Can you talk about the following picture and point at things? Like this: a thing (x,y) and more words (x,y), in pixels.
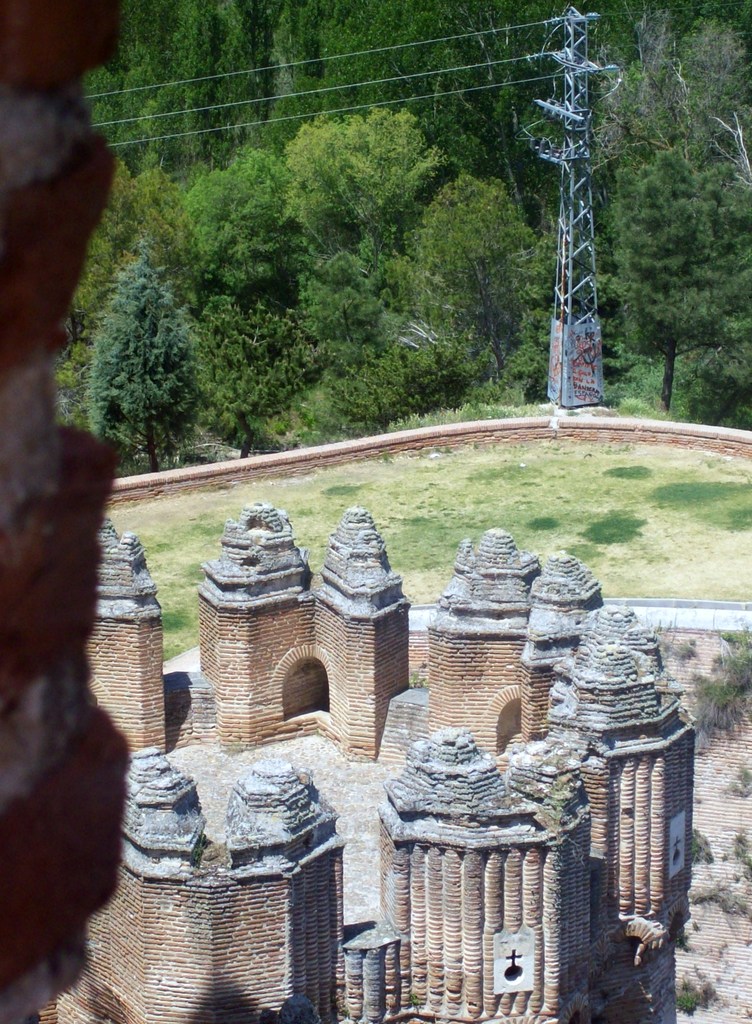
In this image we can see there are pillars (668,857) on the ground (259,483) and we can see the grass (511,494), tower (570,194) and trees (304,195).
